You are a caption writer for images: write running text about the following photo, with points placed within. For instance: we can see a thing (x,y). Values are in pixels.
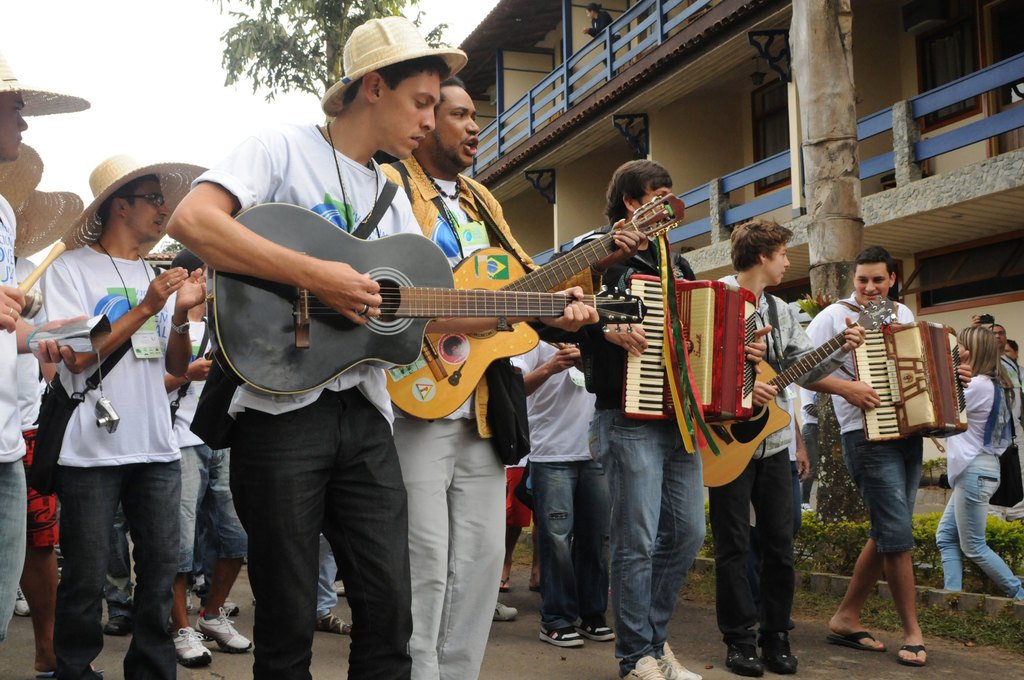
In this picture we can see some people (571,465) standing on the road (889,652) and playing some musical instruments (477,308) like guitar (551,308) and harmonium (709,363). And here we can see some people (208,179) who are wearing a cap (384,37). And this is the building (789,116) and there is a tree (318,7). And in the background (116,22) there is a sky (109,55).
